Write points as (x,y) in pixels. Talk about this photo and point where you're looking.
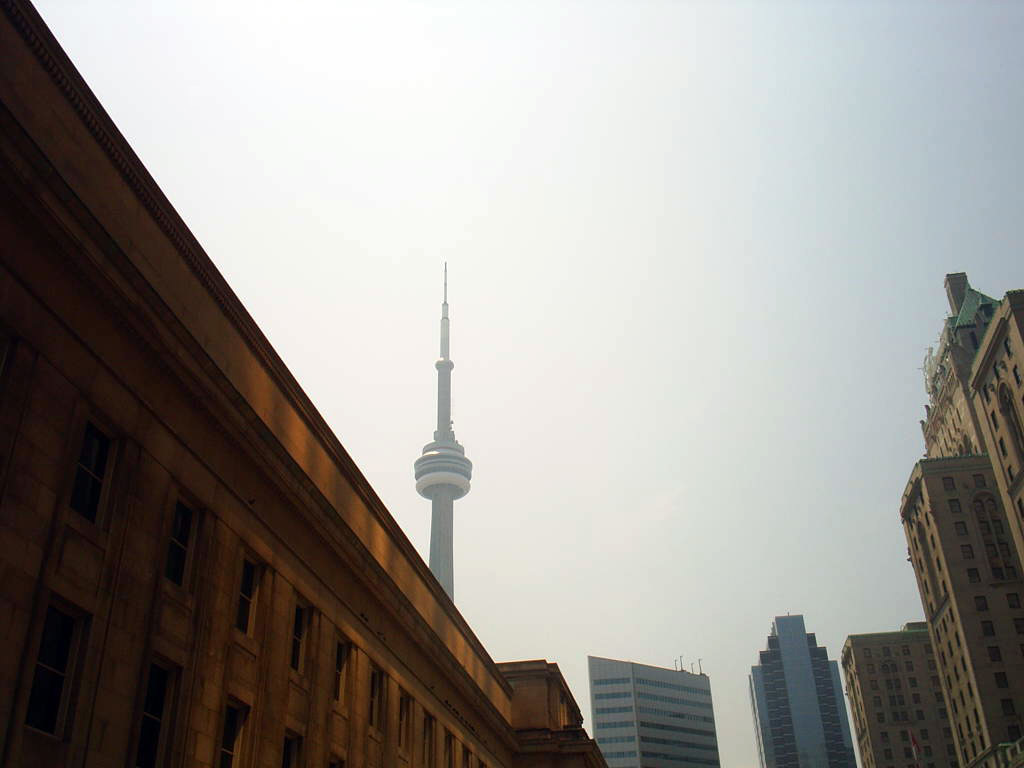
This image consists of buildings (250,544) and skyscrapers (862,744). At the top (661,142), there is sky (678,287). And we can see a tower (444,537).
